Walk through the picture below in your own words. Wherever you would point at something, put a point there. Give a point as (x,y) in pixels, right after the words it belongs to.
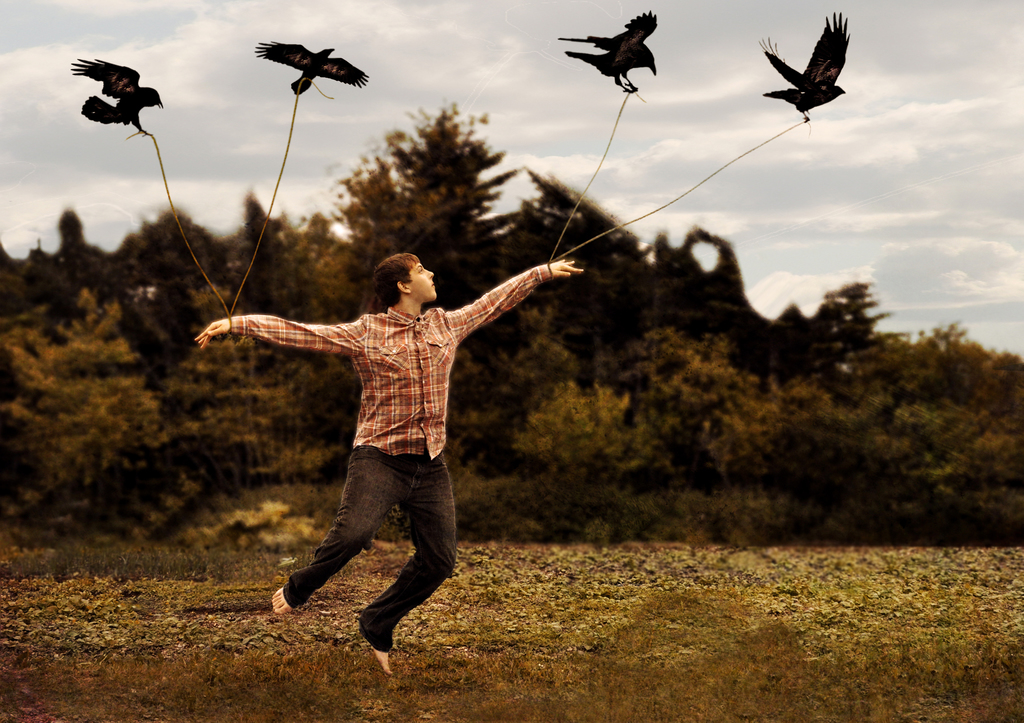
In this image we can see a person (399,381). There are few birds (785,90) in the image. We can see the clouds (938,206) in the sky (924,209). There are many trees (758,468) and plants (663,410) in the image.
